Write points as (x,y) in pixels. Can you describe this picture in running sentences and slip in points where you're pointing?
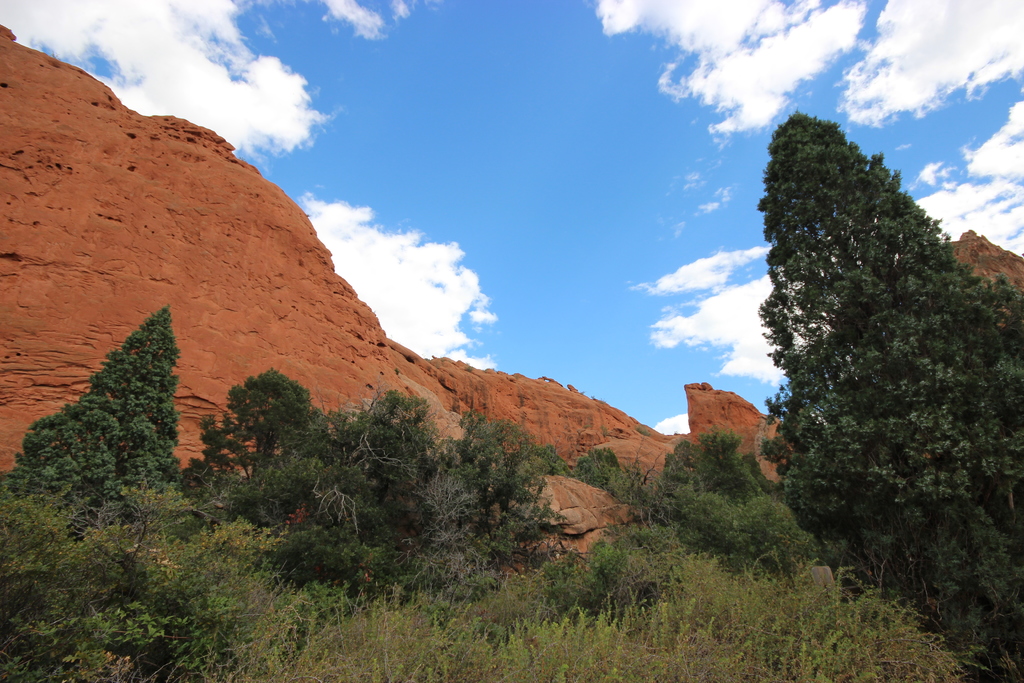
In the foreground of the picture (361,416) there are shrubs (655,596) and trees (869,392). In the center of the picture (592,423) there is a mountain (703,423). Sky (379,195) is partially cloudy.
